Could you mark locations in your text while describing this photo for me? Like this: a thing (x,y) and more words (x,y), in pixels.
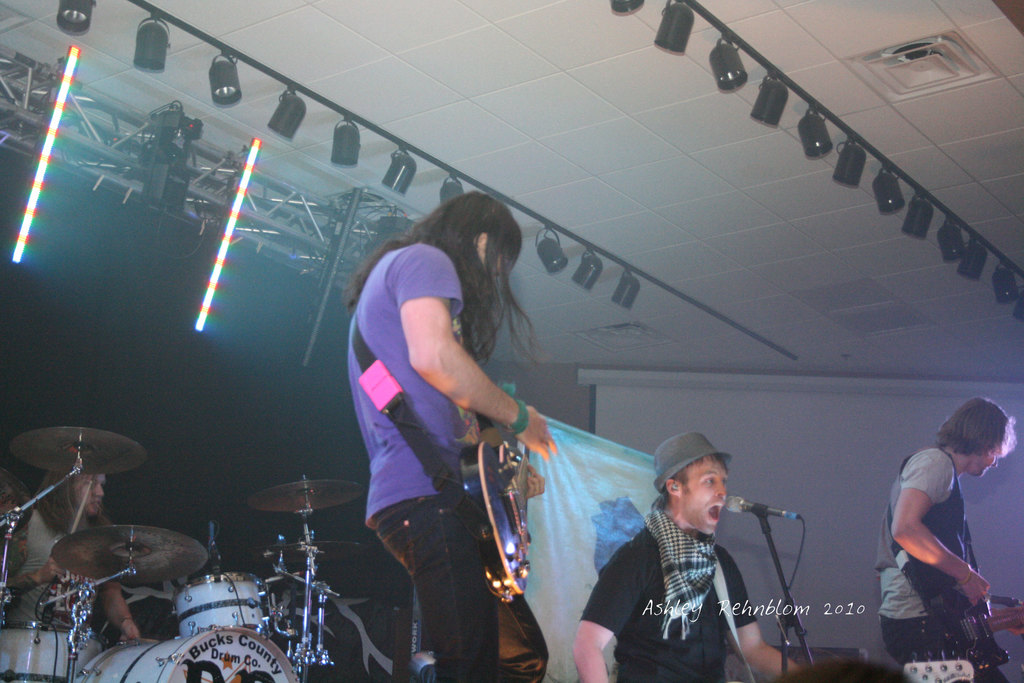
It is looking like a concert is going on. In the right side (937,518) one man (938,527) is playing guitar (940,589). Beside him one man (684,584) wearing a hat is singing. There is a mic (753,512) in front of him. In the middle (391,314) one person (387,336) wearing purple t-shirt (389,351) is playing guitar (484,535). Beside him one person (67,526) is playing drums (227,603). On the top (404,157) there are lights (861,172). In the bottom right (793,497) there is a screen (797,432). In the background (674,400) there is a screen (657,420).
